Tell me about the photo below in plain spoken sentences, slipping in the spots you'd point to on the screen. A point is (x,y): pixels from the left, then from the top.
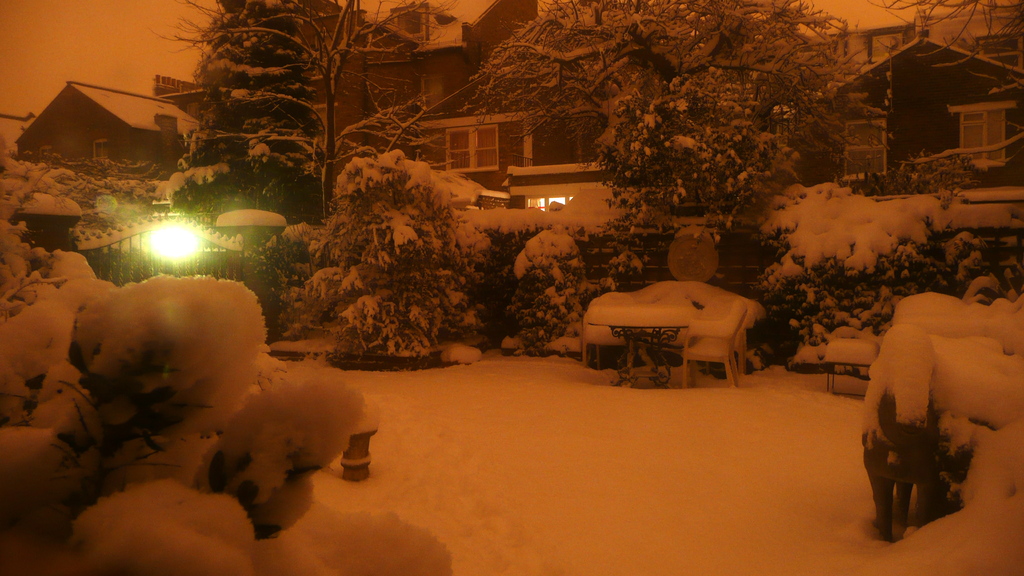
In the foreground of the image (323,524) we can see snow (486,471) and trees (199,522) on which snow (71,471) is there. In the middle of the image (633,330) we can see a table (633,345) and bench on which snow (659,306) is there. We can see a gate (198,240), light (170,258) and some trees (812,263). On the top of the image (598,73) we can see houses (907,126) and trees (672,92).
